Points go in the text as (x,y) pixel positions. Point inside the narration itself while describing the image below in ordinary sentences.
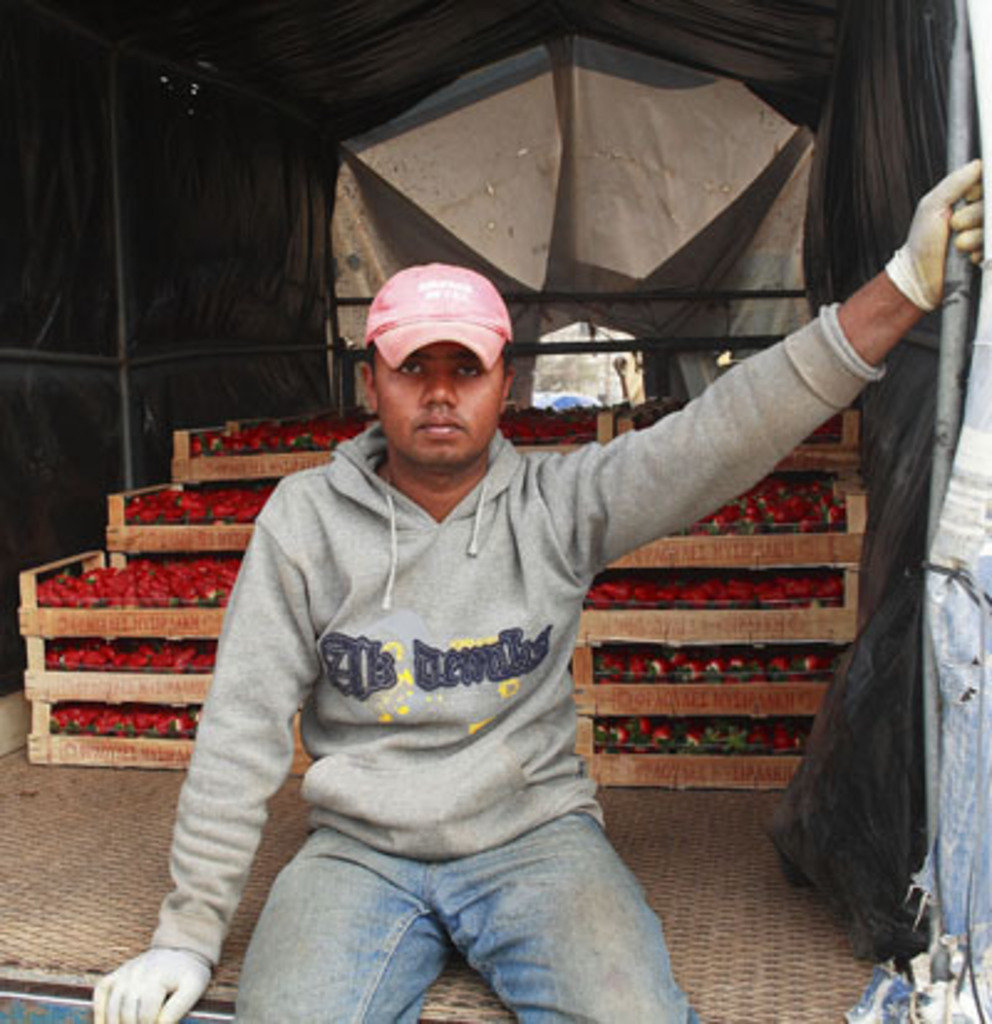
The picture consists of a truck (982,845). In the foreground of the picture (440,588) there is a person (411,818) sitting in the truck (879,941), behind him there are strawberry trays (620,416).
